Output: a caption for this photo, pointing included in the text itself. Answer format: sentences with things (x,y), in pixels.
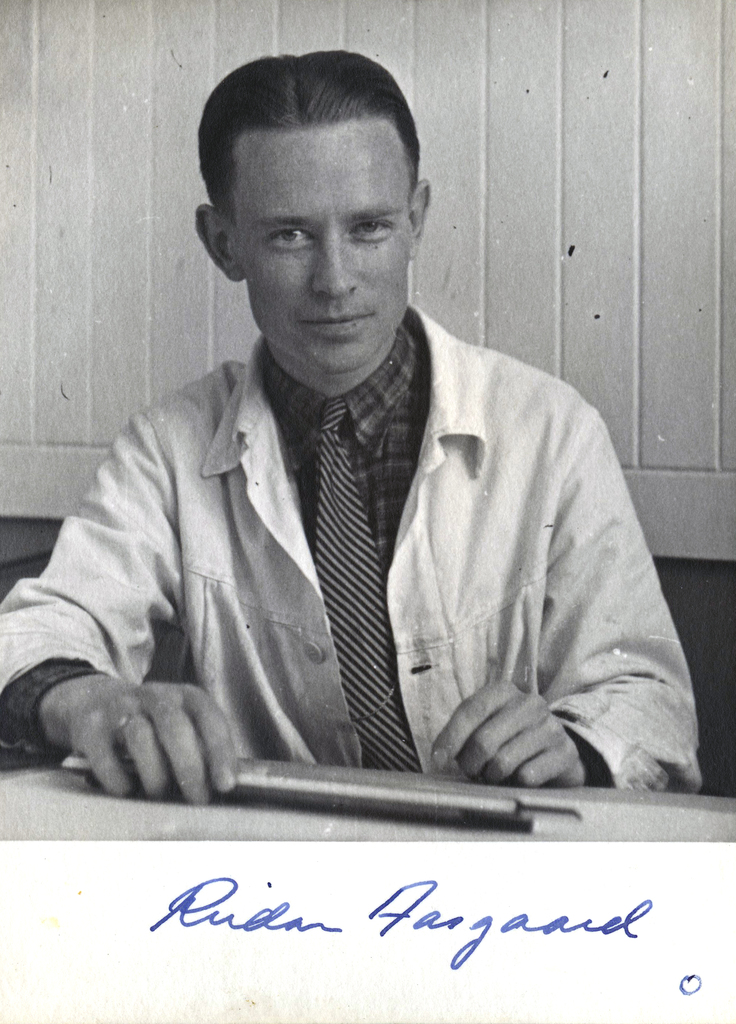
In this picture I can observe a man (261,519) wearing white color apron (275,576). In front of him there is a table (275,810). This is a black and white image. In the bottom of the picture (422,923) I can observe text (608,931).
